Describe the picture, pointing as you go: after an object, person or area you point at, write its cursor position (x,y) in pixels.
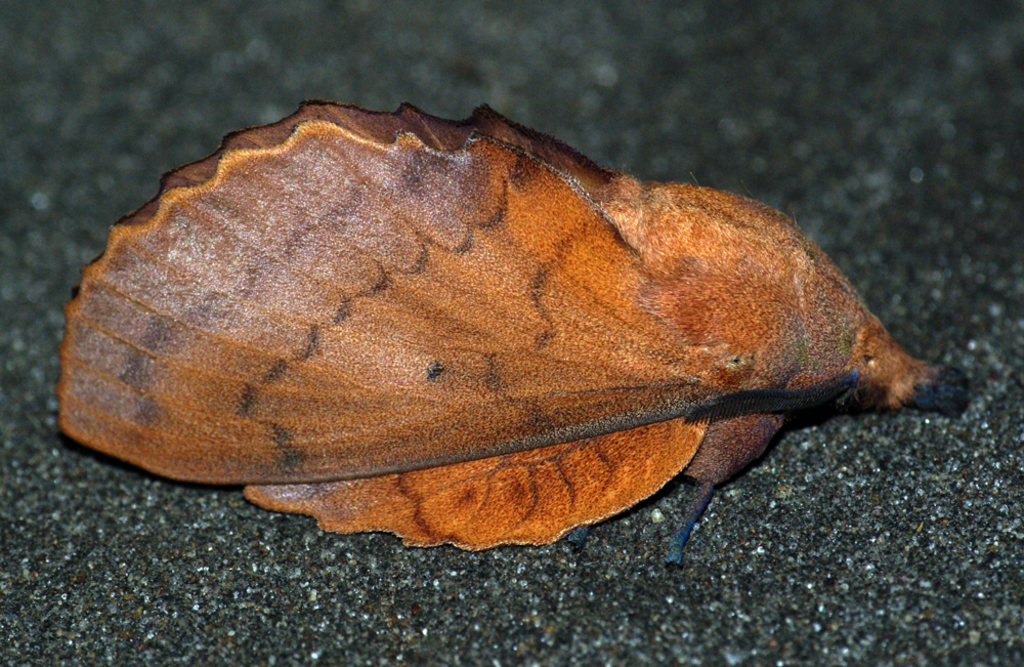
In this picture I can see a brown color thing (444,166) in the center of the image (460,257) and I see that it is clear in the image.
